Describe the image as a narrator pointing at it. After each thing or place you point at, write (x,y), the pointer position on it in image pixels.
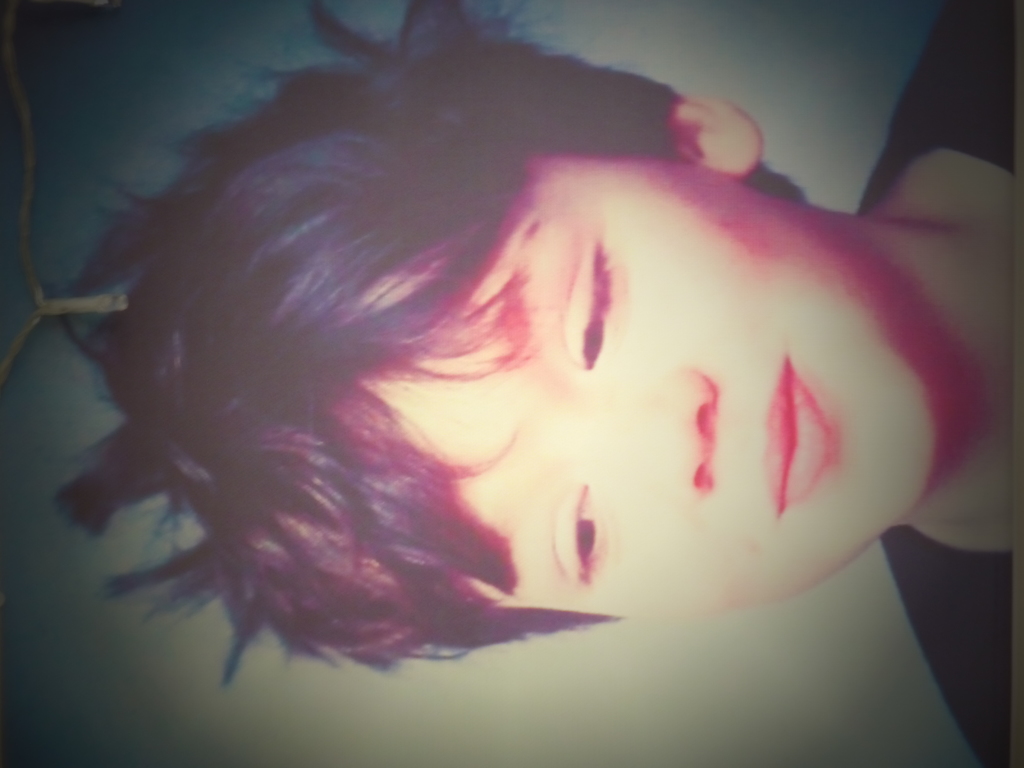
Here there is a child (819,437) wearing black color clothes (949,616), here there is white color background (553,713).
